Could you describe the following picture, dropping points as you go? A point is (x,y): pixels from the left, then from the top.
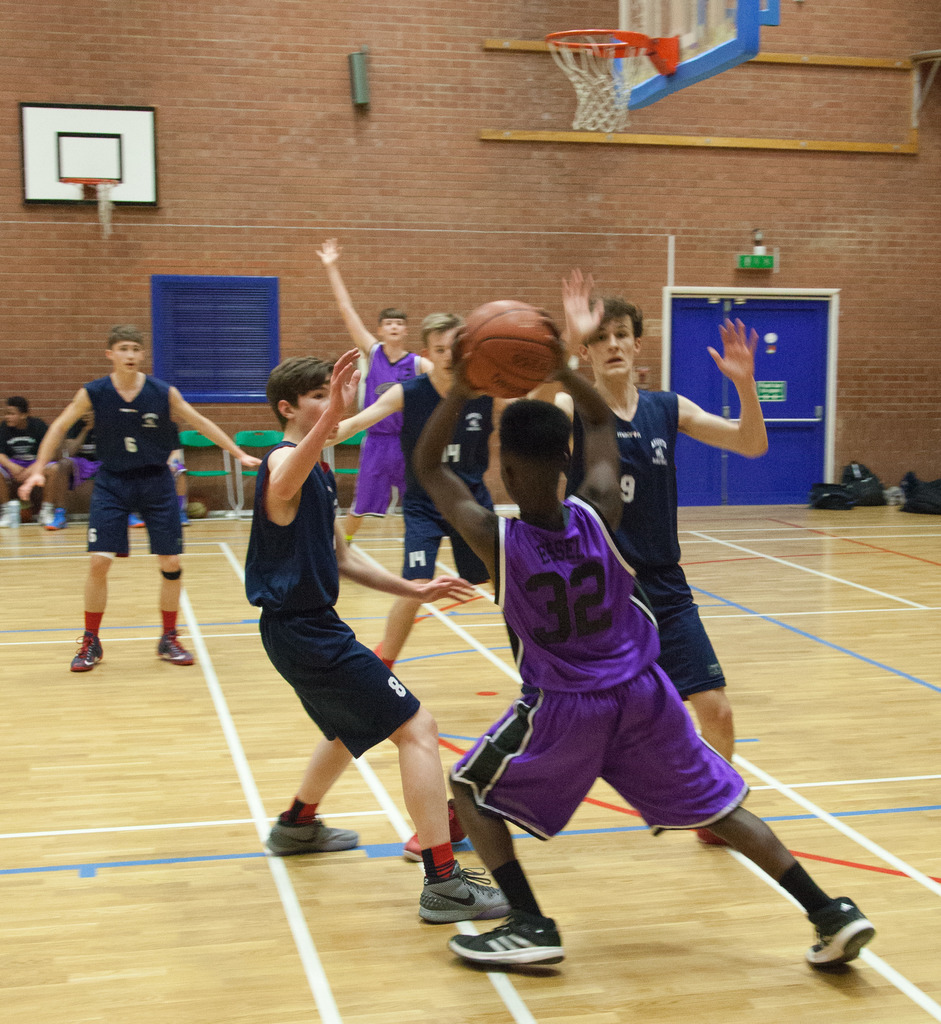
In this image, we can see people (434,381) playing with a ball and in the background (364,98), there are some other people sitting on the chairs (257,433) and we can see a door (792,390), bags (920,496), name board (754,265) and we can see basketball hoops (57,138) and there is an object (355,91) placed on the wall (781,153). At the bottom (794,701), there is floor (794,701).
